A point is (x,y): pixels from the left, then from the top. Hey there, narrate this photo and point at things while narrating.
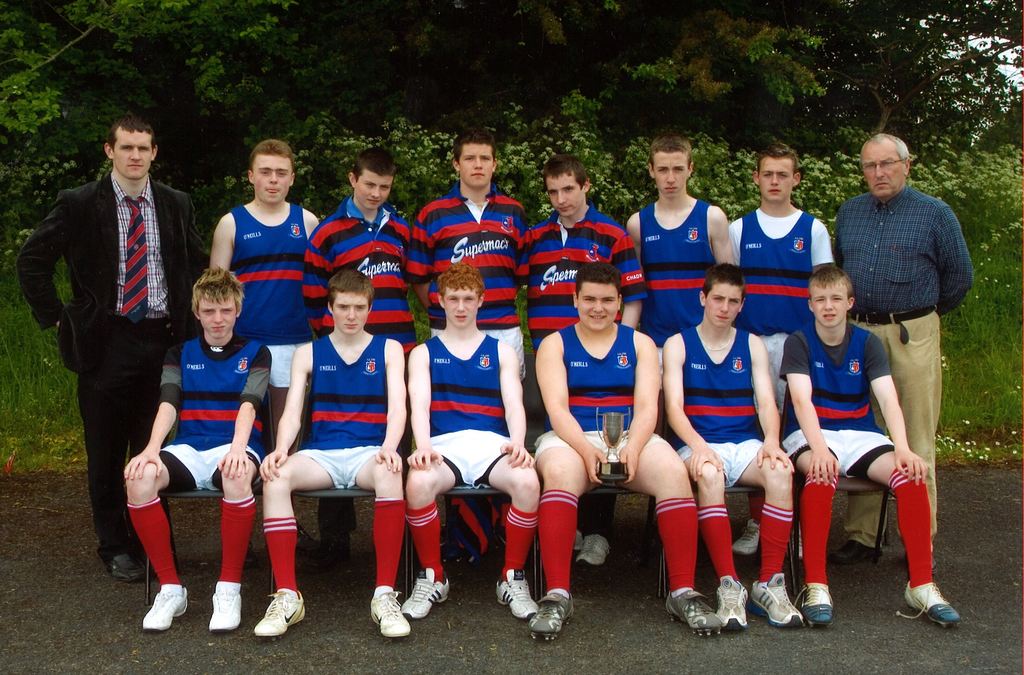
In this image, we can see some persons (692,244) standing and wearing clothes (96,259). There are some other persons (626,431) sitting on chairs (889,489). There is a person (562,460) in the middle of the image (570,374) holding an award (609,441) with his hands (638,451). In the background (947,91), we can see some trees (137,61) and plants (804,178).
